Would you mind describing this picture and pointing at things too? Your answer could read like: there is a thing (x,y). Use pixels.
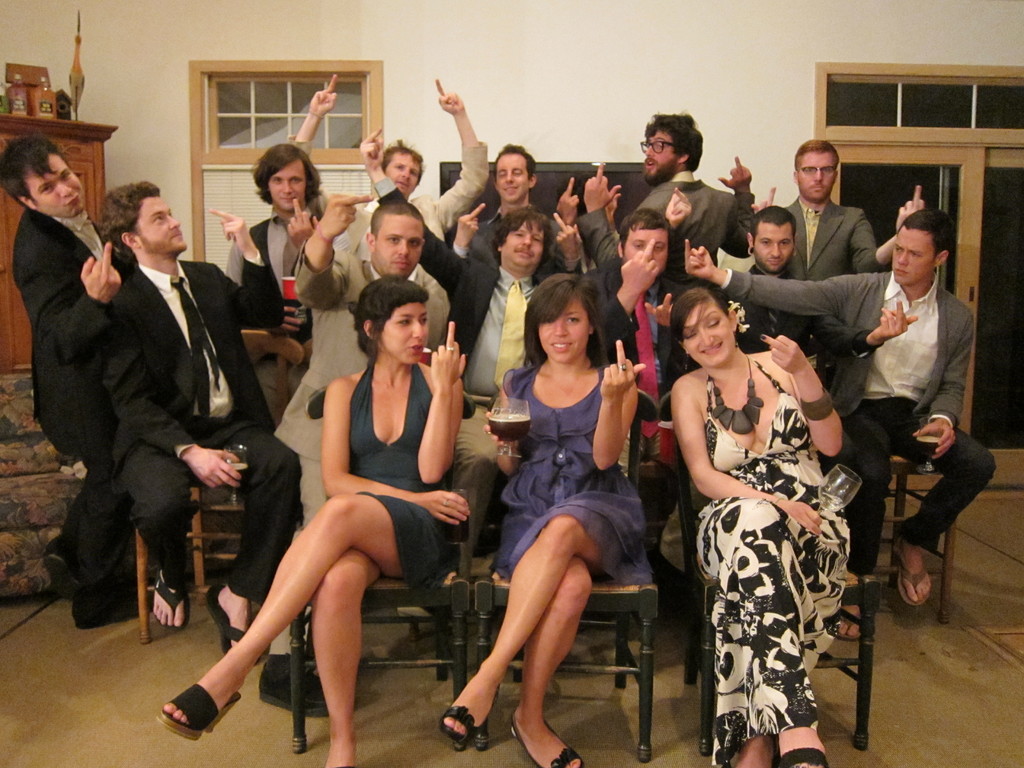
In the middle of this image (362,506), there are women (742,411) and men (149,302) showing their middle fingers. Some of them are sitting on the chairs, which are arranged on the floor (601,728). In the background (103,107), there are bottles (49,105) and other objects (78,87) on a wooden cupboard (3,248), there are doors (1019,184), windows (1004,108) and a white wall (550,116).
